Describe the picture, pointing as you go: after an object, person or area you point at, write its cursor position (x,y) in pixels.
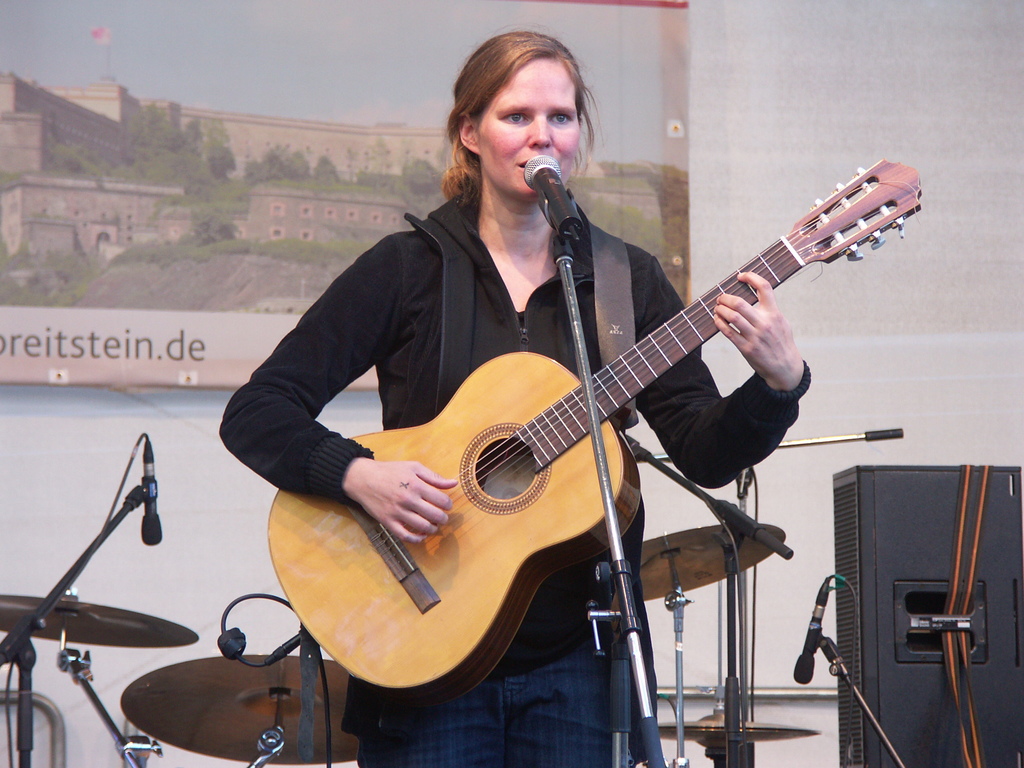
In this image I see a woman (482,161) who is standing in front of a mic (556,182) and she is holding a guitar (867,194). In the background (253,504) I see few mics (742,479), a musical instrument (722,547), wall (12,482) and the speaker (835,526).
